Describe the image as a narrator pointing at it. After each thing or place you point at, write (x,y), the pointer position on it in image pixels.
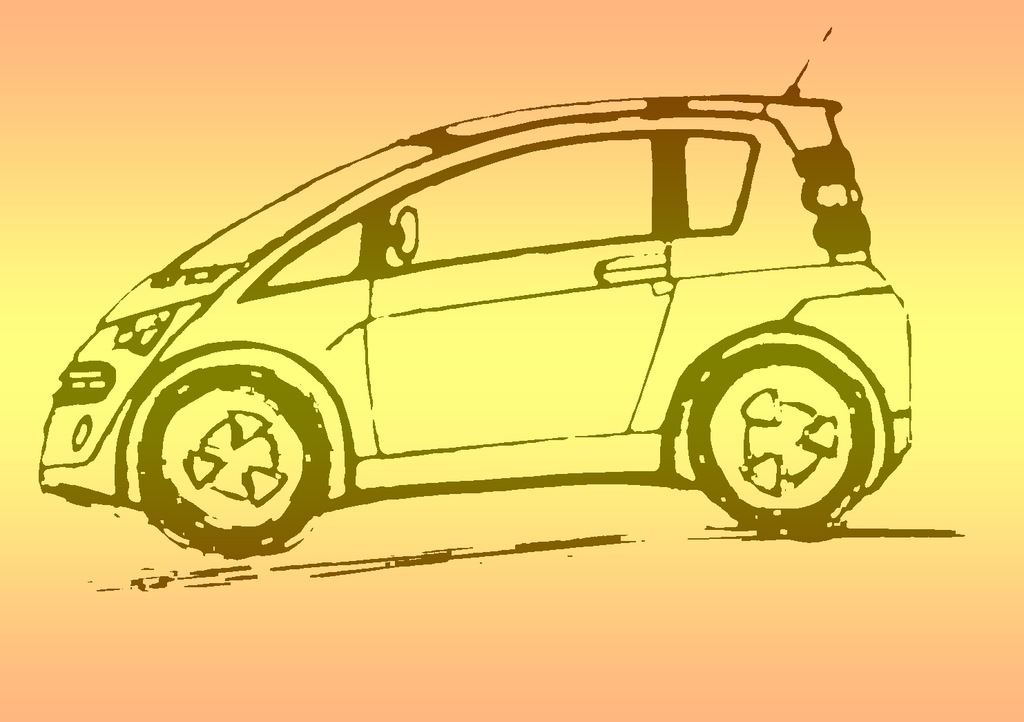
In the image we can see a drawing (503,318) of the car (524,331) and the image is pale orange and pale yellow in color.
